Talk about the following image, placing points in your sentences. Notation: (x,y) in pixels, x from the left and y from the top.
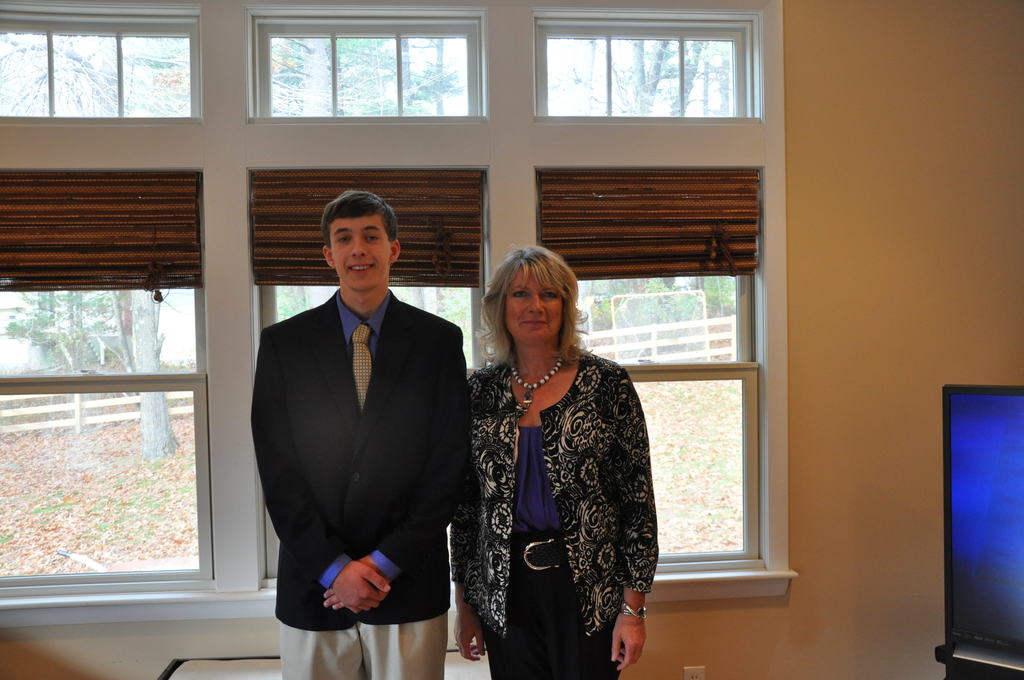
There are two people (345,227) those who are standing in the center of the image (507,281), it seems to be there is a screen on the right side of the image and there are glass windows (79,322) behind them and there are boundaries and trees (366,104) in the outside the windows (366,104).
